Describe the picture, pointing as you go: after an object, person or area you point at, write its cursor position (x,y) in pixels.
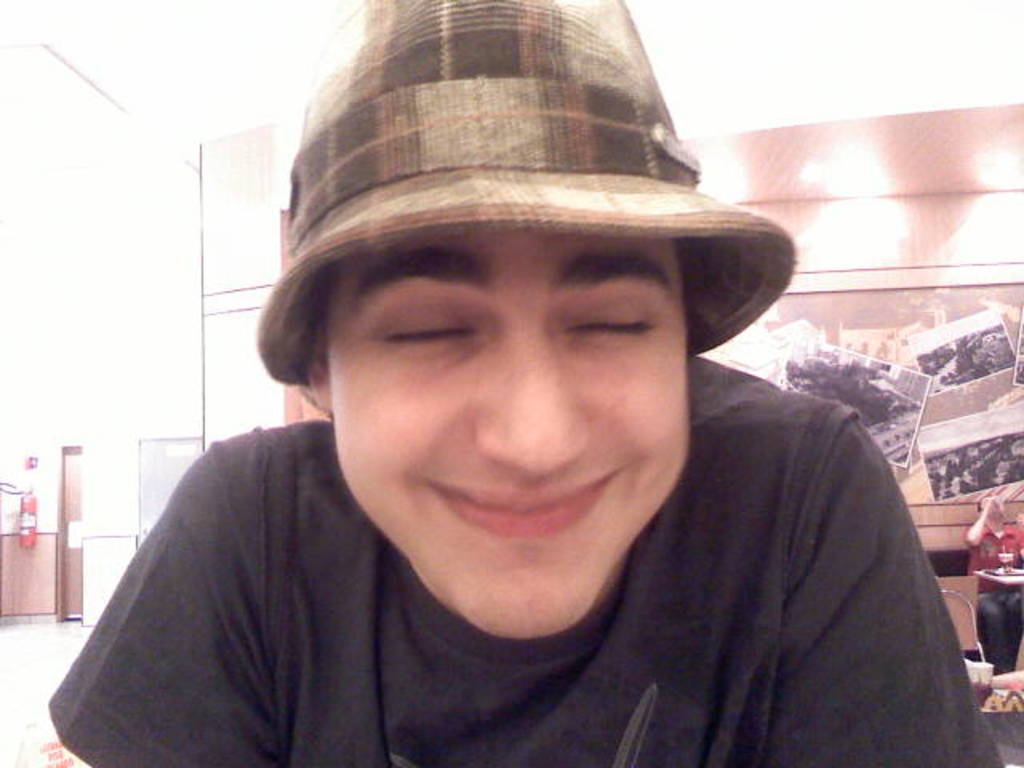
In the center of the image (572,297), we can see a person (412,399) wearing a hat (370,230) and in the background (831,311), there are some posters (897,365) on the wall (901,433) and we can see another person (987,560) sitting and we can see chairs (952,597) and some other objects (983,675) on the tables (1003,580) and there is a door (139,469) and a fire extinguisher (26,533) and an object (33,462) on the wall (25,613).
